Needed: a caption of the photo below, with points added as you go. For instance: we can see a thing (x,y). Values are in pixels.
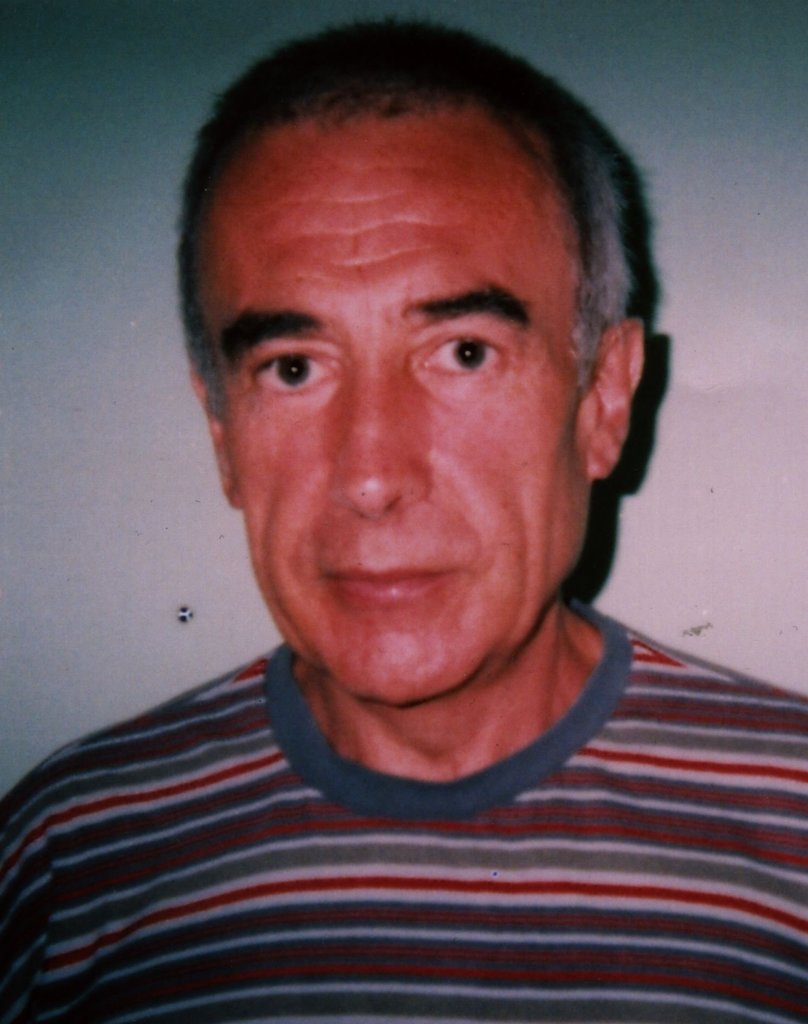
In this image we can see a person (344,733). In the background (702,271) there is a wall (699,97).
